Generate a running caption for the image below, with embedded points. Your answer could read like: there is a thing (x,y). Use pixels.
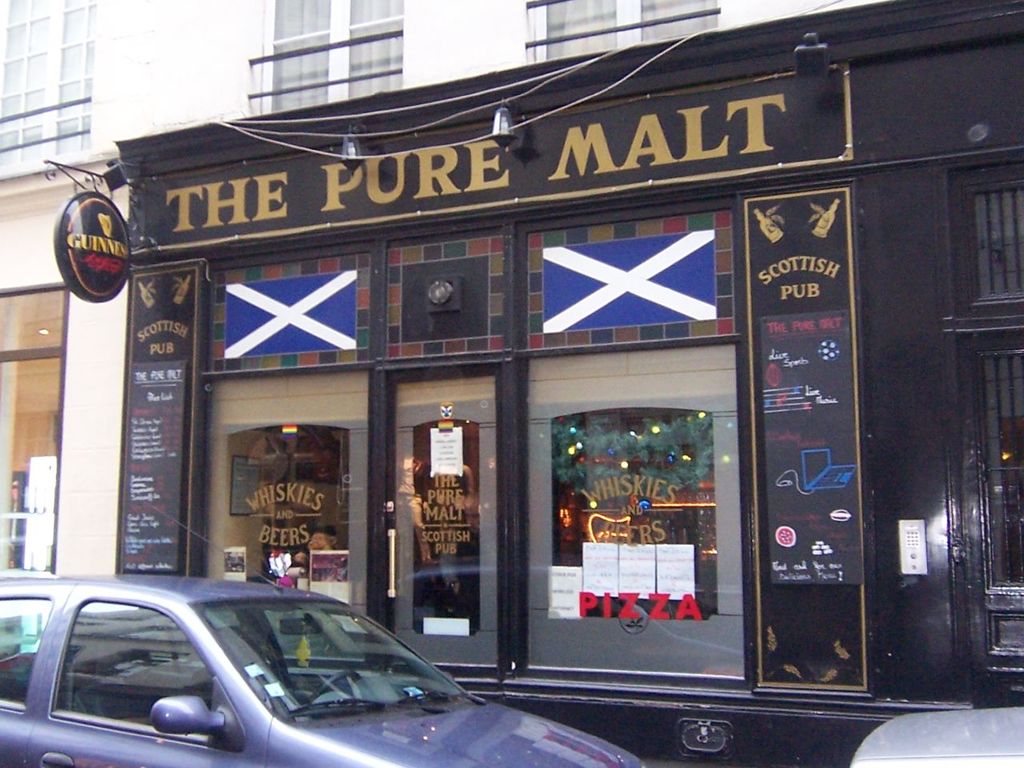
In this picture we can see the shop (530,491) with glass door (413,560). On the top (228,78) there is a white color building (332,46) with window (334,59). In the front (409,671) bottom side there is a purple color car (212,683) parked in the front of the shop (370,543).
